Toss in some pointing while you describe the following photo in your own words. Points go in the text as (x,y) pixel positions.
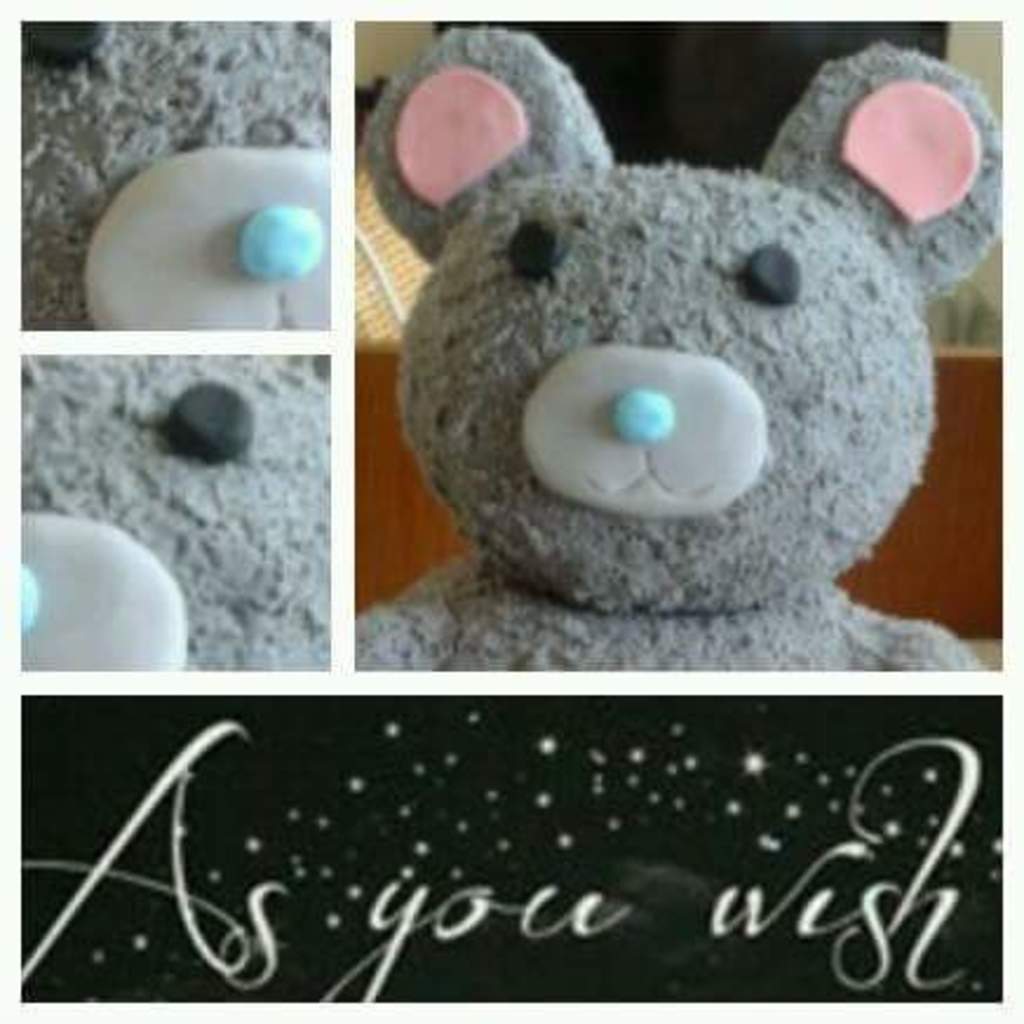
This picture is a collage of four images. In three images I can observe teddy bear (251,227). In the fourth image I can observe text (175,831).
